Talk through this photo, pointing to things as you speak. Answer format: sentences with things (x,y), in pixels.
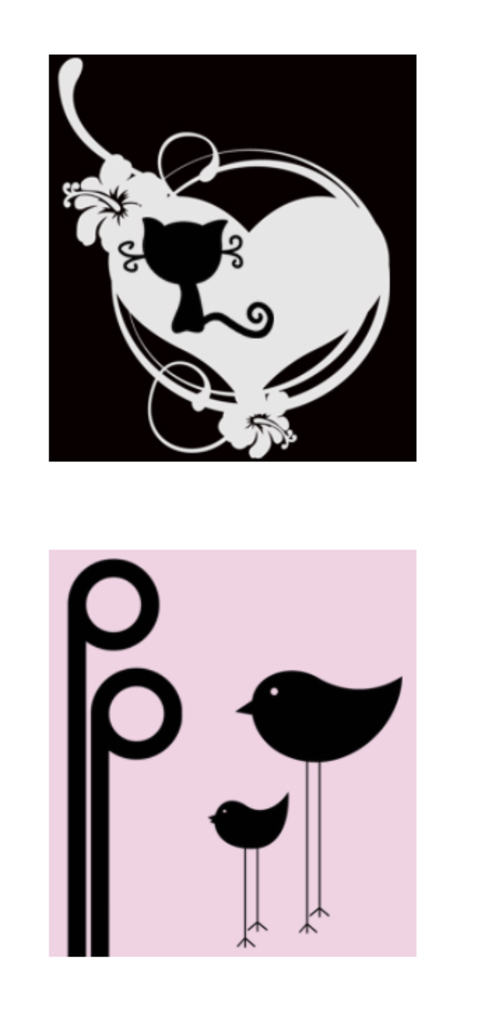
This is a collage image. I can see two cliparts (142,309) of a cat (151,264), heart (327,278), flowers (276,428) and birds (313,702).
